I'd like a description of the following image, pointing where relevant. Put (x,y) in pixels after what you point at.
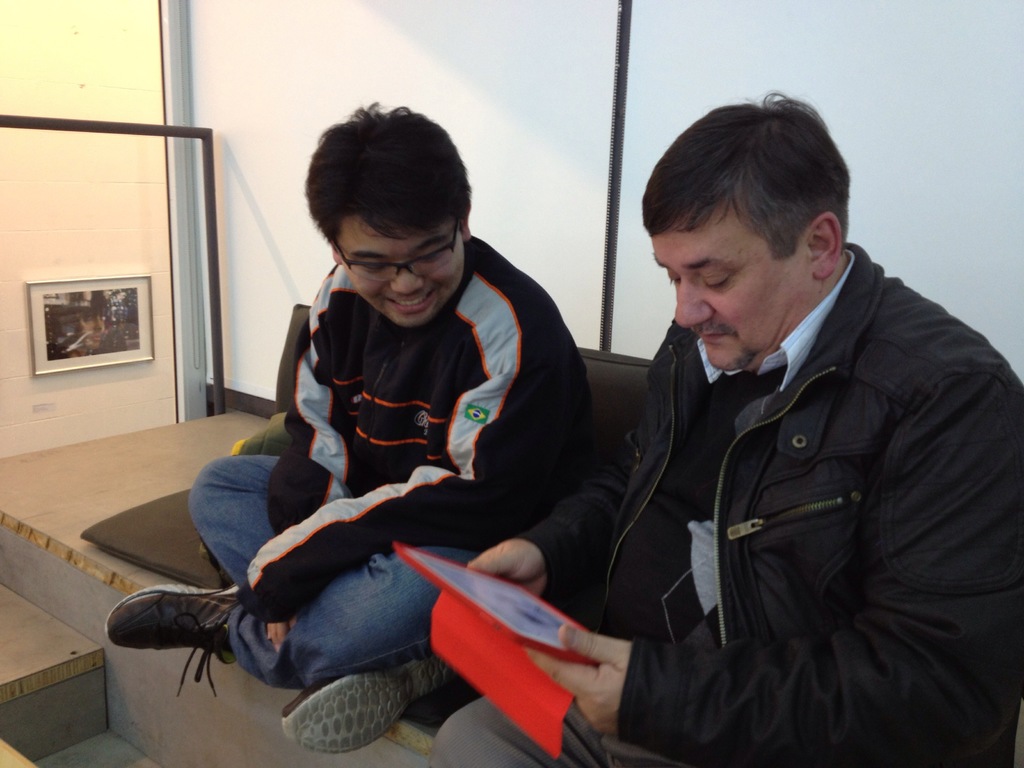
In this image we can see two persons (513,433) sitting on the wooden box (194,682) in which one of them is wearing goggles (384,274) and the other is holding a tab (514,646), there we can see a window (181,249), frame (189,237), an object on the wooden box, outside the window (166,231) we can see a frame (88,282) attached to the wall (111,272).
